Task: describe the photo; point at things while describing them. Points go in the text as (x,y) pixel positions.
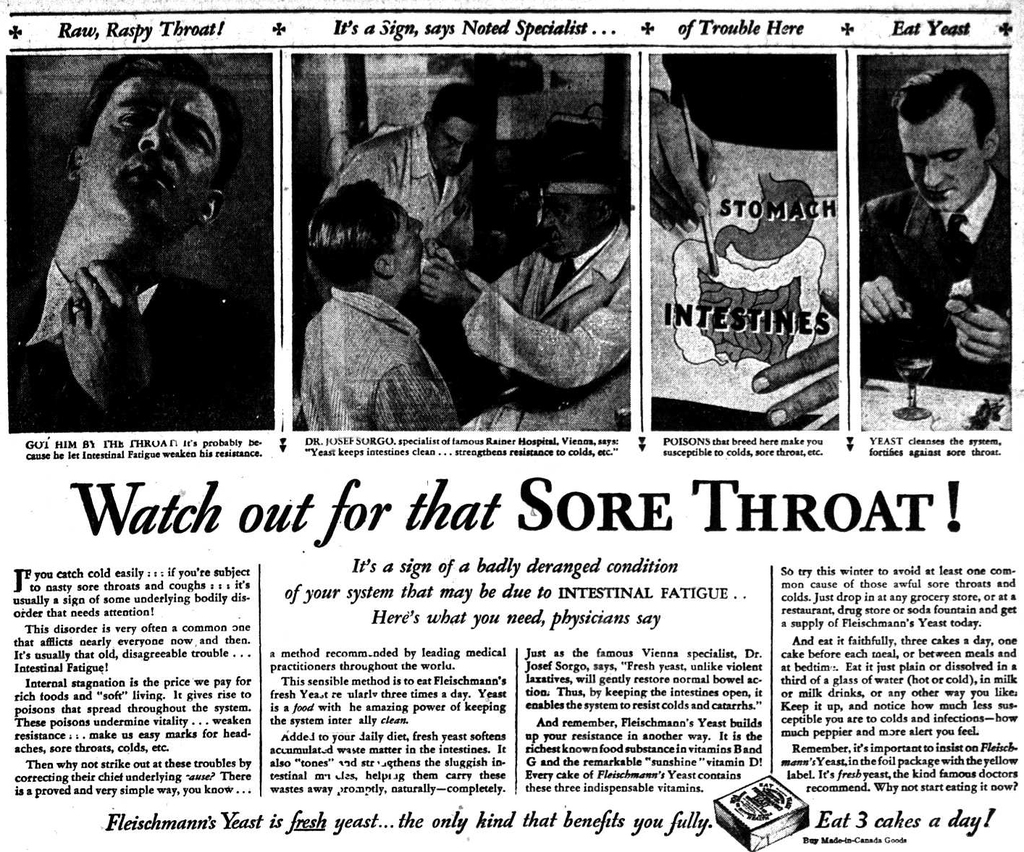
We can see poster (730,400), on this poster (842,128) we can see people (916,163) and something written on this poster (311,509).
